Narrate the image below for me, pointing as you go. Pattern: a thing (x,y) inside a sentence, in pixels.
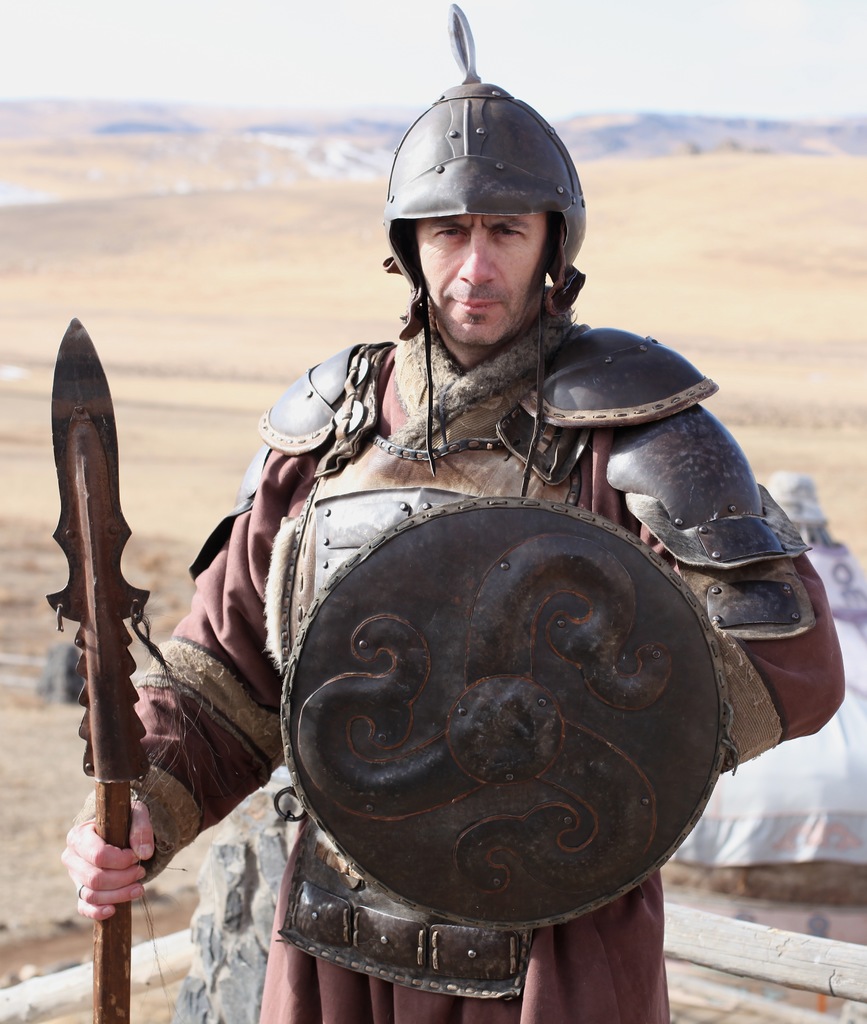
In this image I can see a person (394,936) standing wearing brown color dress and holding few weapons (301,730), background (204,326) I can see sand (214,178) in brown color and the sky (172,41) is in white color.
